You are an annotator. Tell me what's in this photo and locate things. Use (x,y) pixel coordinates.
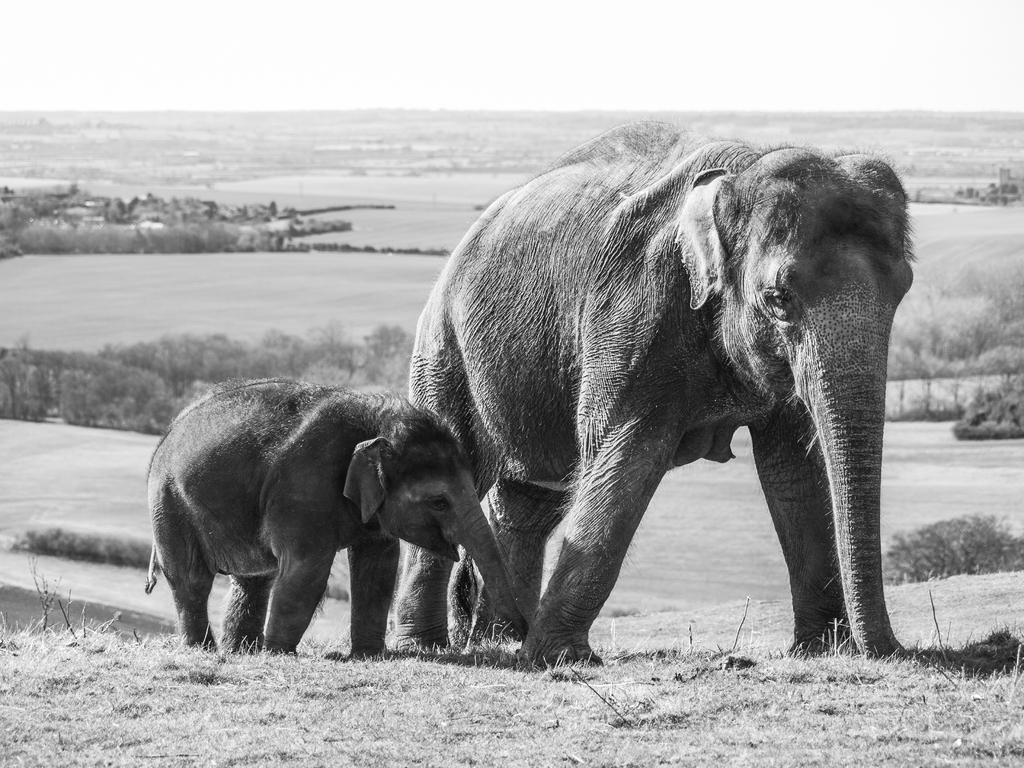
In this image there is an elephant (546,388) and a baby elephant (404,505) are walking, behind them there are trees (261,359).
